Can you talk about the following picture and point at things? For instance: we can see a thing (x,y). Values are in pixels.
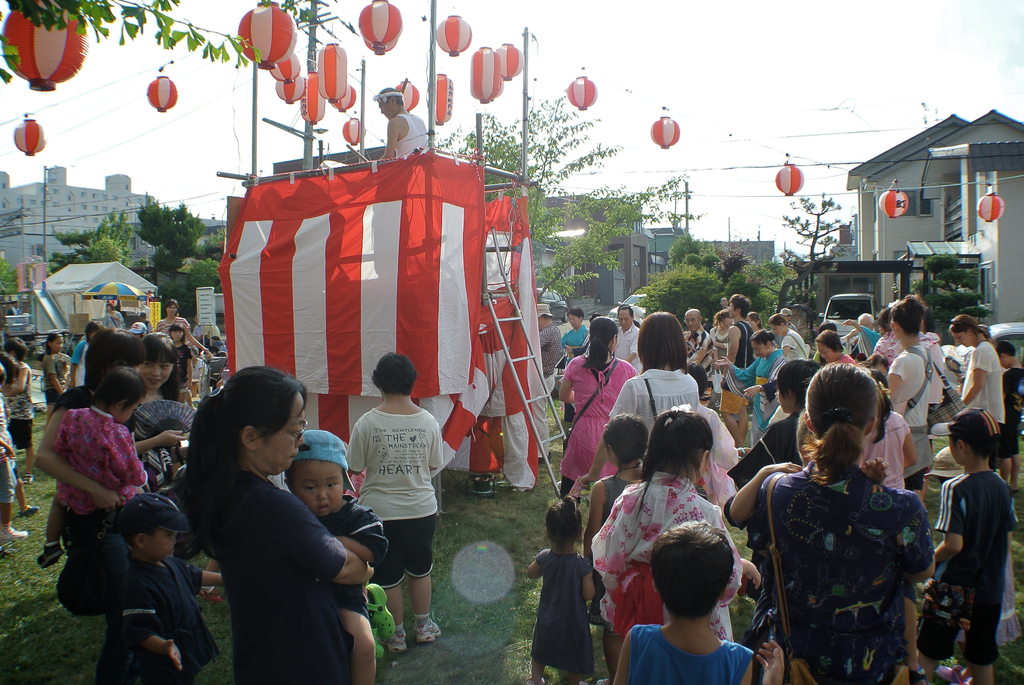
Here we can see few persons (294,447) are standing and among them there are few persons (265,589) are carrying bags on their shoulders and holding kids (341,463) in their hands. In the background (179,232) there are buildings (563,232), poles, trees (161,285), hoardings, tents (269,314), an umbrella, decorative balls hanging to the wires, ladder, vehicles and clouds (271,112) in the sky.
